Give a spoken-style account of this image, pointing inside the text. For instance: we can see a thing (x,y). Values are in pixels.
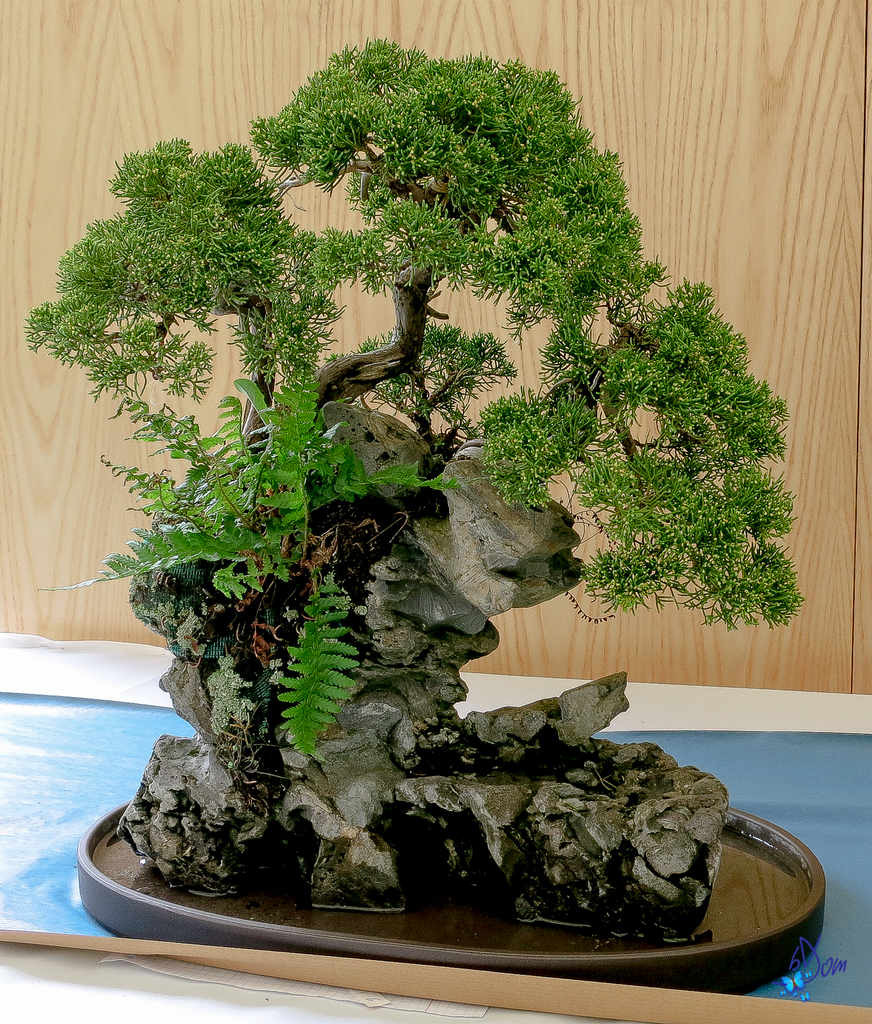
In this image there is a plant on the tray (763,895) with water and rock (414,789), the plant (259,533) is on a table (45,941) with blue colored cover (63,895), at the bottom of the image (819,969) there is some text (806,966), behind the tree (334,359) there is a wooden wall (230,134).
